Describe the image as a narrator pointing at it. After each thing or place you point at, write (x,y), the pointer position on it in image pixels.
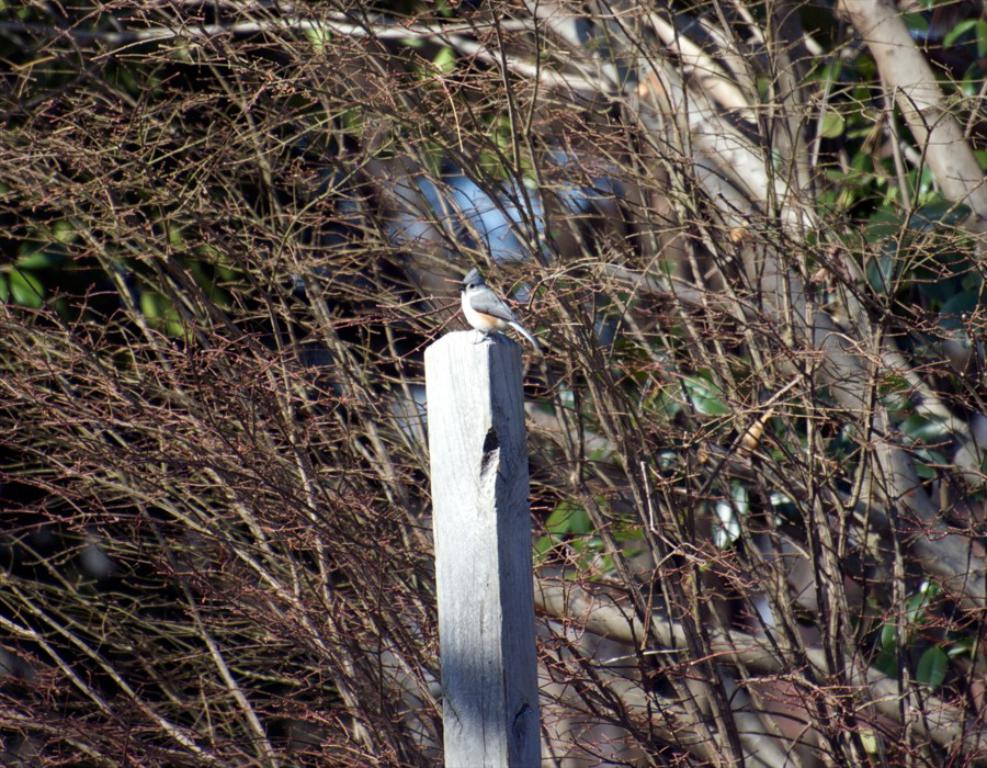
In this picture there is a bird (481,286) who is standing on this wooden post (494,607). In the back (752,198) I can see the trees (733,266) and plants (733,266). On the right (946,217) I can see some green leaves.
